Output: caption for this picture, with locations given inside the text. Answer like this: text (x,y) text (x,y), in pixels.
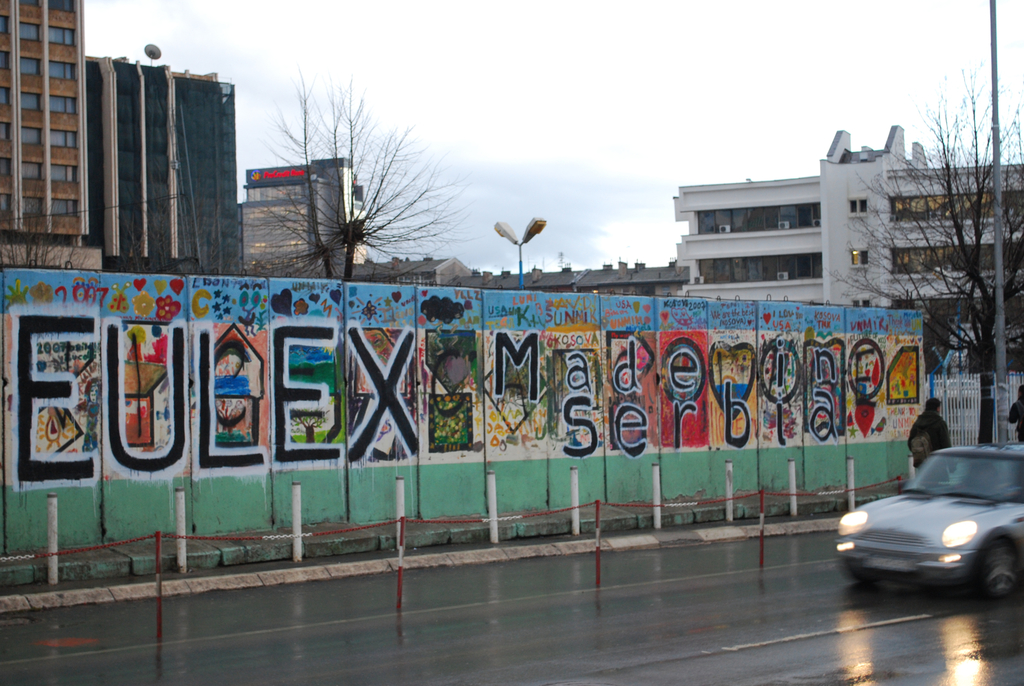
This is a picture taken outside a city. In the foreground (561,570) there is a road (909,629). To the right (972,473) there is a car (934,529). Road (804,569) is wet. In the center of the picture (527,342) there is a wall (308,480) painted, before the wall (795,391) there is footpath (196,550) and railing (253,536). To the right (989,407) there is a tree (977,313) and a pole (993,88). In the center of the picture (519,271) there is a tree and a street light (523,242). In the background (80,159) there are buildings (671,268). Sky (700,100) is cloudy.
